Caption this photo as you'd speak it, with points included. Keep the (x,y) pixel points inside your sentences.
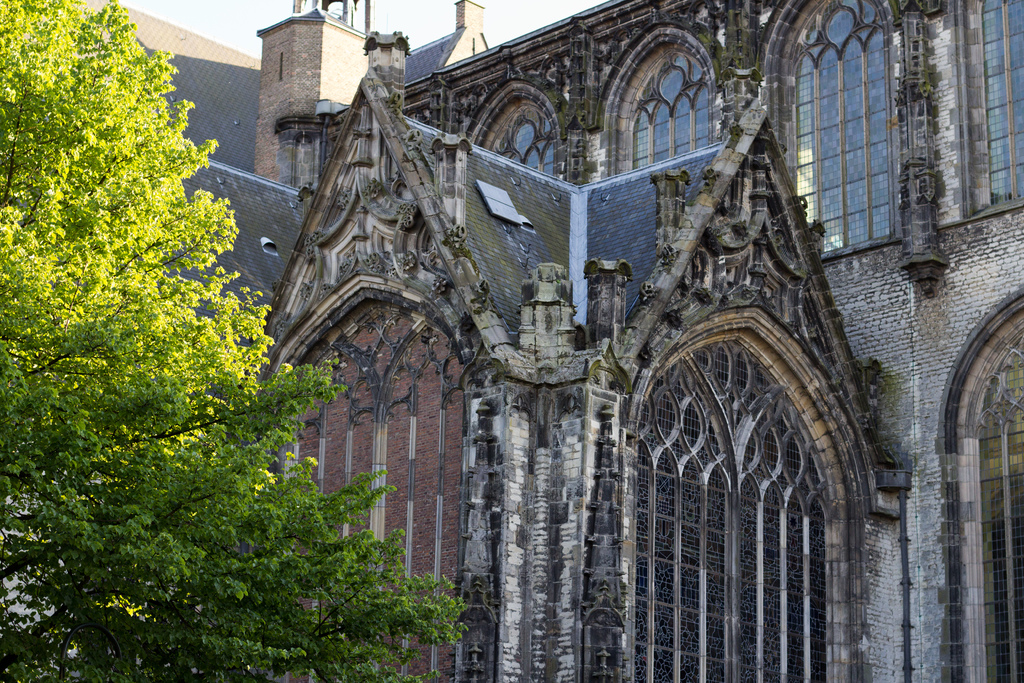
In this picture I can see buildings (346,177) and trees (83,47) and I can see a cloudy sky (358,16).
